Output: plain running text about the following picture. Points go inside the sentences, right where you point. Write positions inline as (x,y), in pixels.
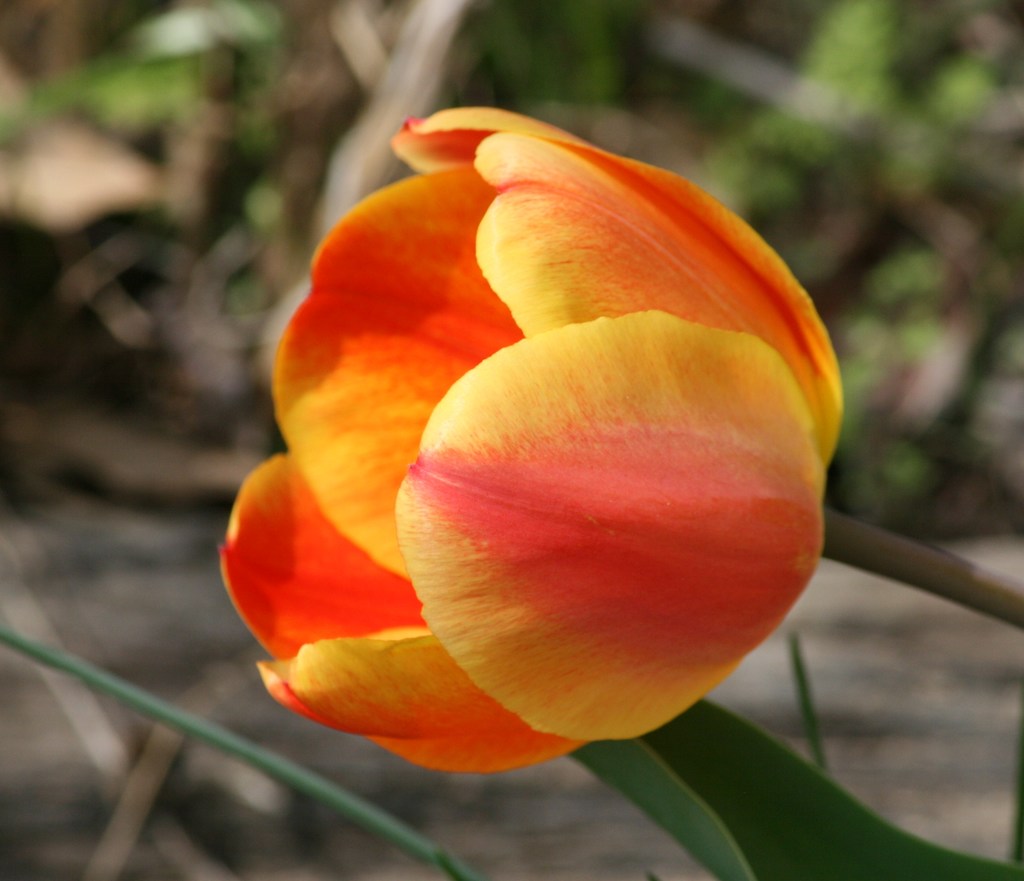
In the foreground of the pictures there is an orange color flower (624,509). At the bottom (672,809) there is a leaf (704,789). The background (798,64) is blurred.
